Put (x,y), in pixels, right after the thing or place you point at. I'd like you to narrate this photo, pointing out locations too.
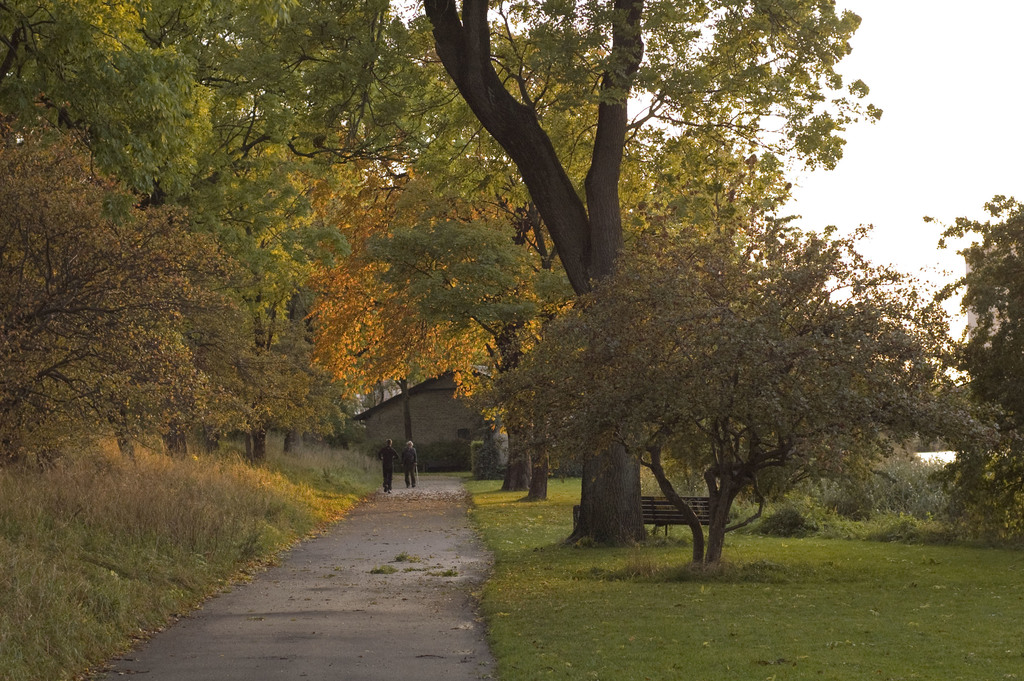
In this picture I can see trees (327,350), few plants (681,489), a bench (677,510) and grass (1014,551) on the ground (430,474). I can see couple of them (390,472) walking and a house (427,387) in the back (423,413). I can see a cloudy sky (887,133).
